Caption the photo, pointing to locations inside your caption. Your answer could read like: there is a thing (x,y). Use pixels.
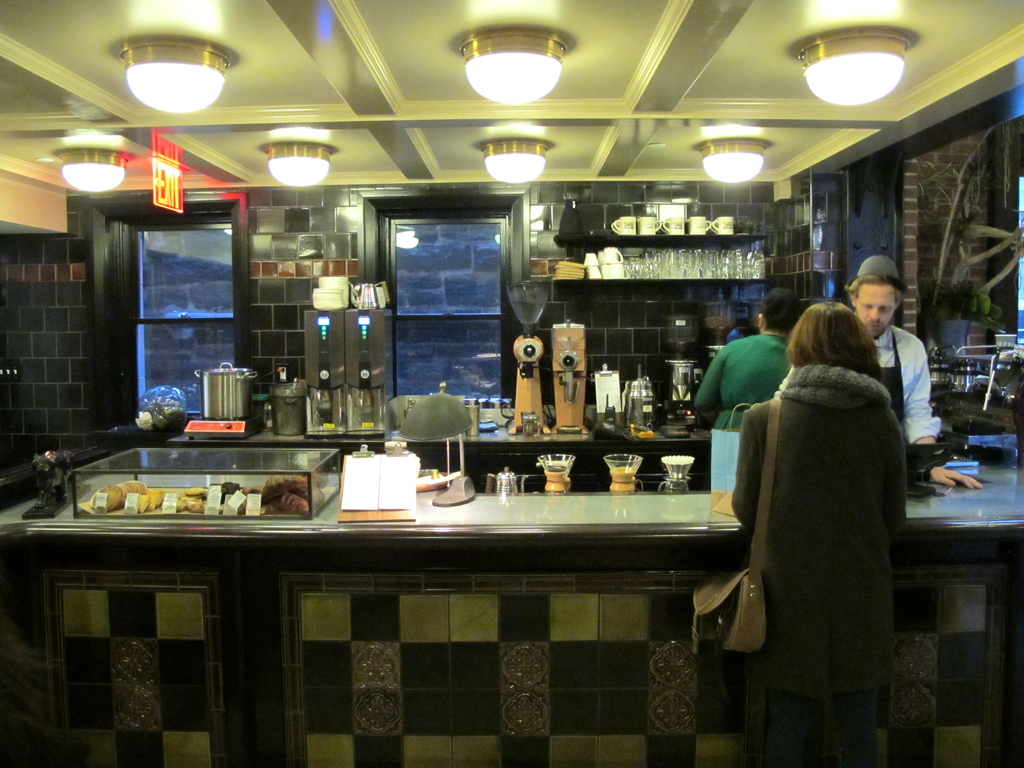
One lady (780,501) wearing a bag (762,594) standing near to the table (948,532). And on the table (541,507) some items (402,464) are kept. And also one person (885,353) wearing apron (885,377) is standing there. In the background (727,267) there are some glasses (699,263) in the cupboard (697,281). On the ceiling (310,49) there are lights (163,94). So many items (526,403) are kept on the table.
